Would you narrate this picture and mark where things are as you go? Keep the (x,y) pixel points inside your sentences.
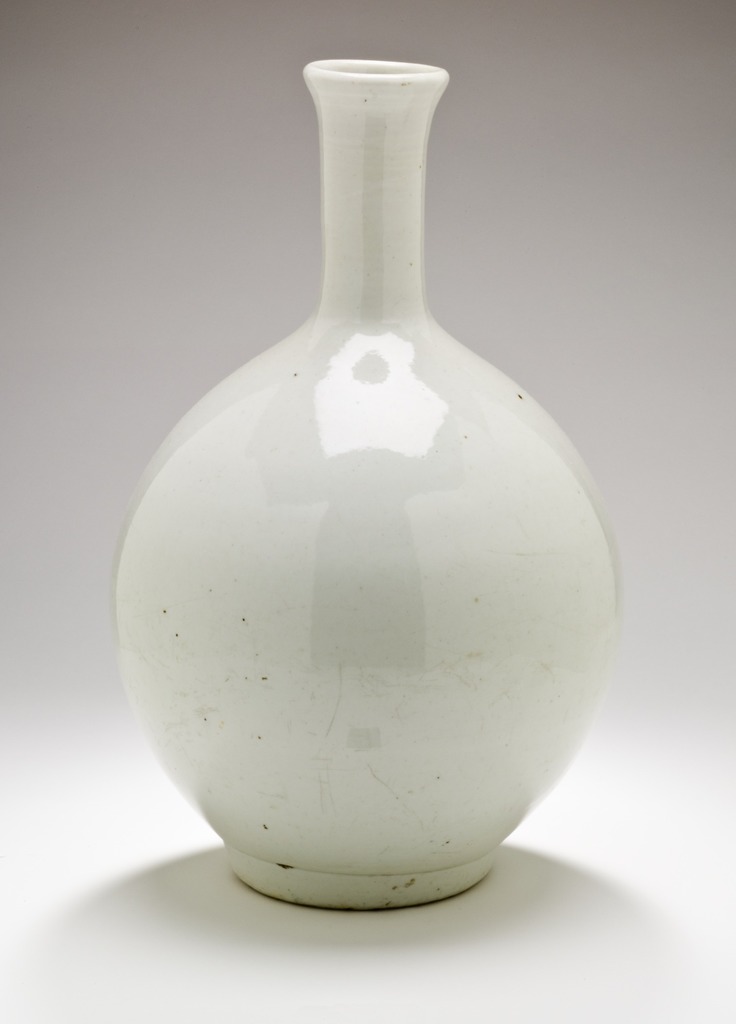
In the picture there is a pot (317,348) made up of ceramic (398,639).
